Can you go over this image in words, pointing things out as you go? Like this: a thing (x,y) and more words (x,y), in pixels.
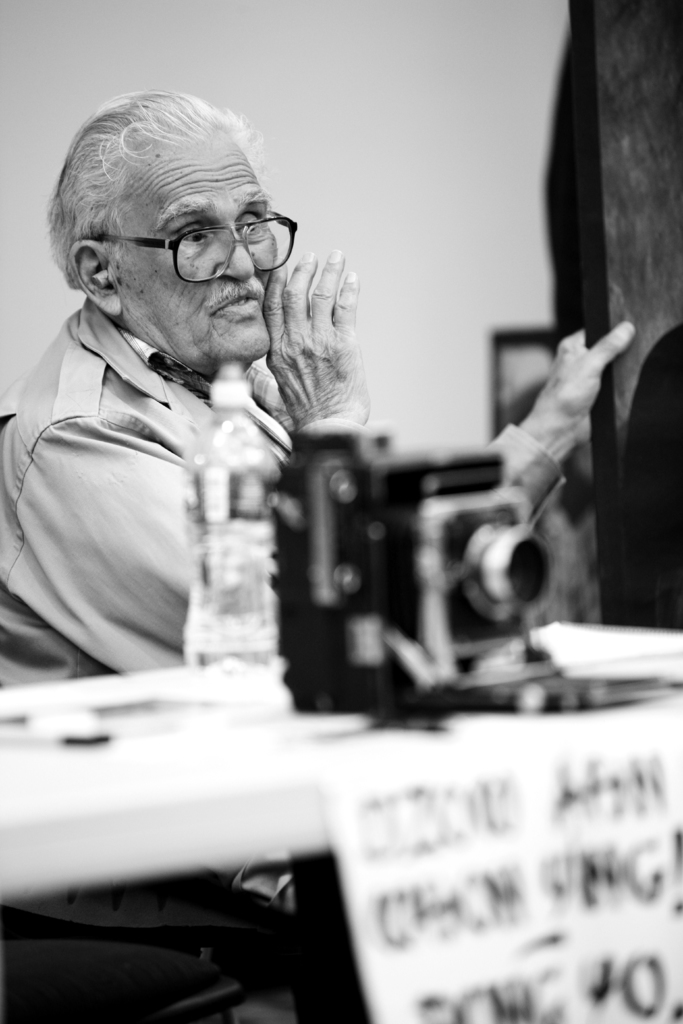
In this image I can see the camera (483,592), bottle (243,554) and few objects (141,713) on the table (259,727). In the background (182,592) I can see the person (251,206) sitting and the image is in black and white.
